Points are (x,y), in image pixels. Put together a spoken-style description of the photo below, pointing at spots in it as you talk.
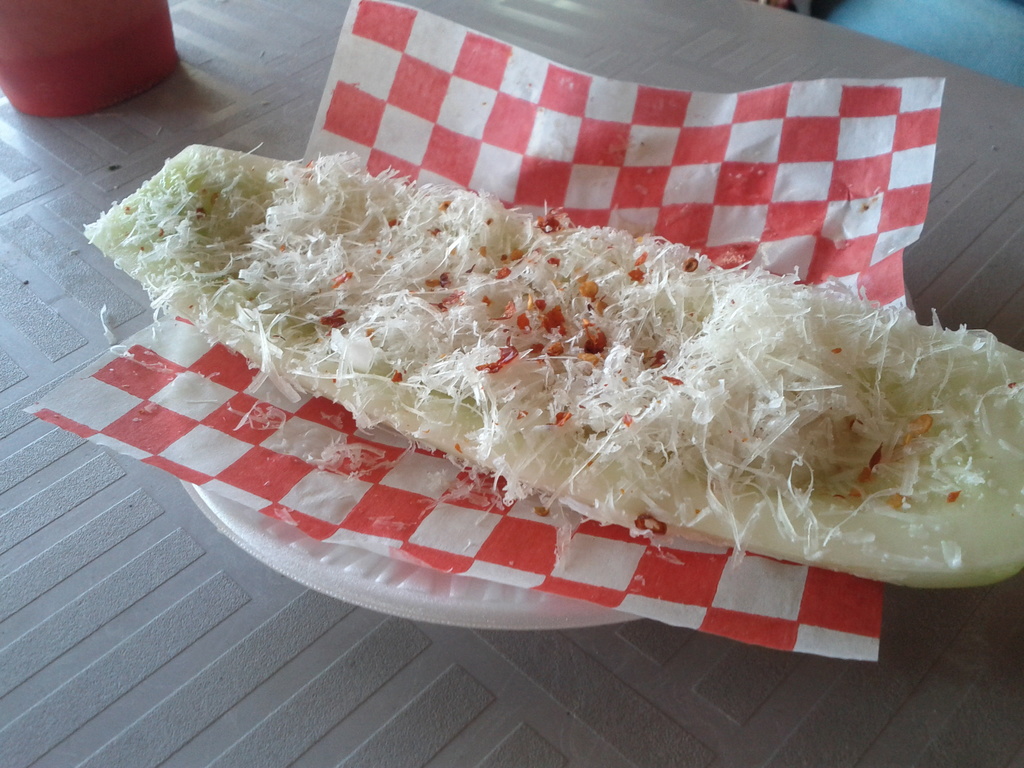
In this picture there is a food item (517,278) on a tissue (404,159), which is on a bowl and there is a glass (24,46) at the top side of the image (19,74).
